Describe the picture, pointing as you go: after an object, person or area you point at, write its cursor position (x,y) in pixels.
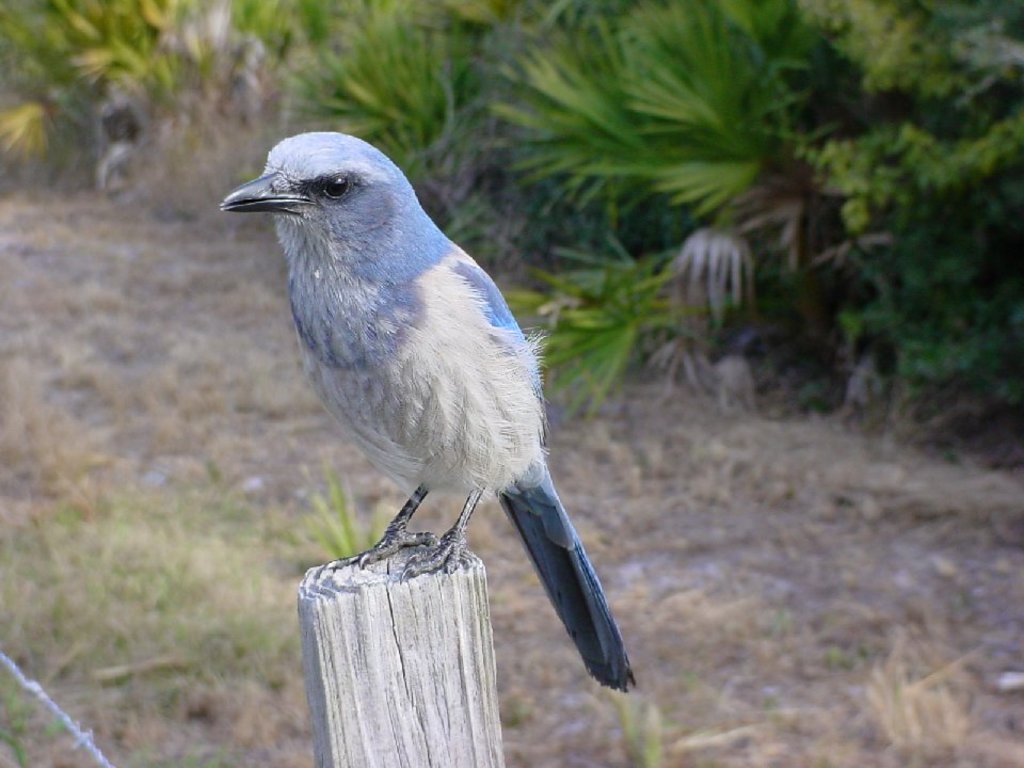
In this picture there is a bird (401,446) standing on the wooden pole (378,762) at the bottom (468,666). It is in blue and white in color. On the top (401,147) there are trees (573,180).
